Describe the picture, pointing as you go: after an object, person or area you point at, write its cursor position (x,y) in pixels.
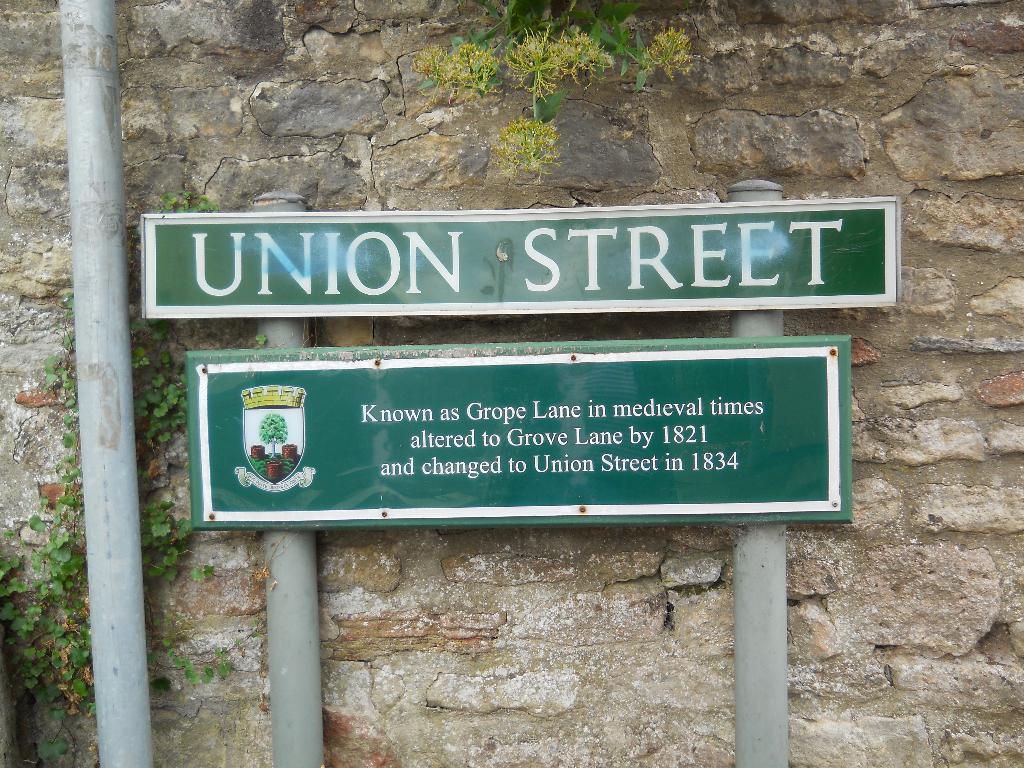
In this picture, in the middle (626,436), we can see a hoarding (630,437), board (609,430). On the left side of the image (153,328), we can also see a pole (114,307), plants (158,683). In the background (883,116), we can see a plant (645,76) and a wall (880,83).
